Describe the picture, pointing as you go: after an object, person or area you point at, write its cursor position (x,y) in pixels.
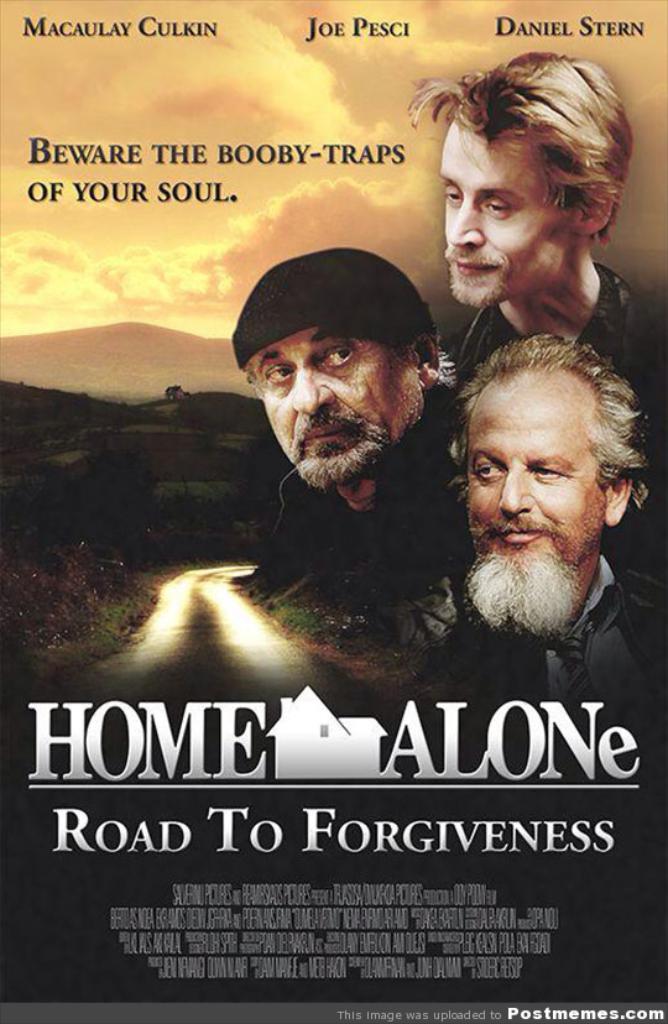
The picture is a poster. at the bottom (414,849) there is text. In the center of the picture (422,382) towards right (472,322) there are three men (395,413). On the left (156,574) there are plants (73,562), grass (148,584), road (203,628), hill (167,419) and house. At the top (196,184) there is text (182,151). Sky (254,122) is cloudy.
